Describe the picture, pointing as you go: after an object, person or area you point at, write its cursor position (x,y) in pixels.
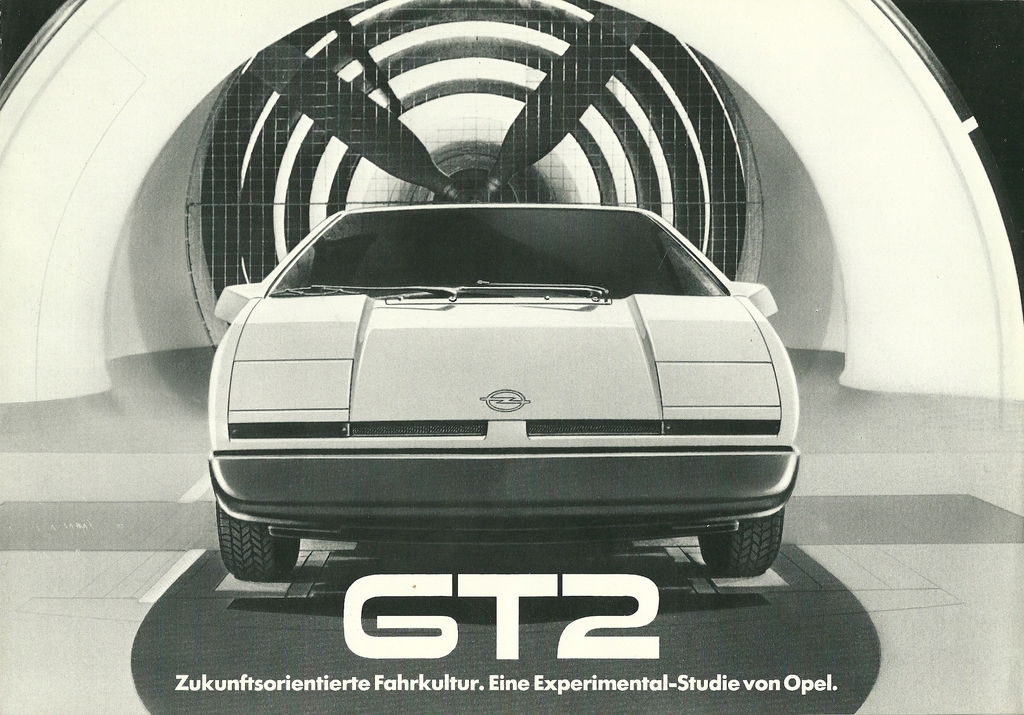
This is a black and white image in this image in the center (540,361) there is one car (441,360), and in the background (299,228) there is fan (437,158). And at the bottom of the image (356,675) there is text (761,681), and at the bottom (900,642) there is floor (904,607).
